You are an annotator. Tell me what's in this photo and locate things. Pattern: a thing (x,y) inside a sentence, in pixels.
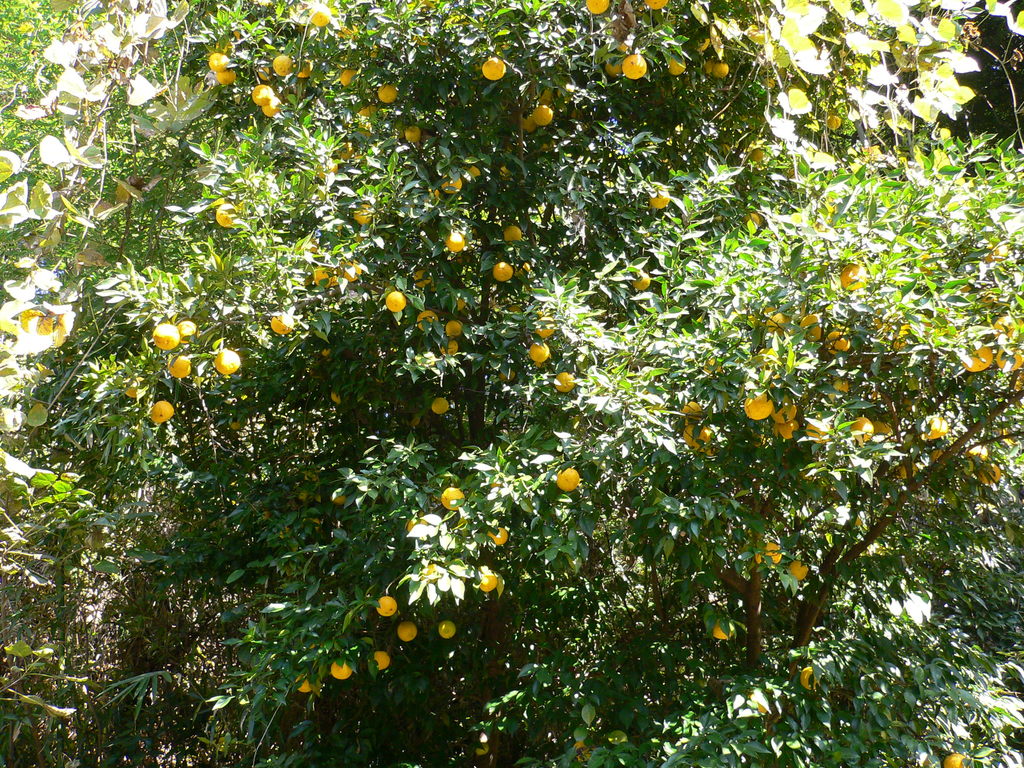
In the foreground of this image (465,493), there are oranges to the trees (591,181).
